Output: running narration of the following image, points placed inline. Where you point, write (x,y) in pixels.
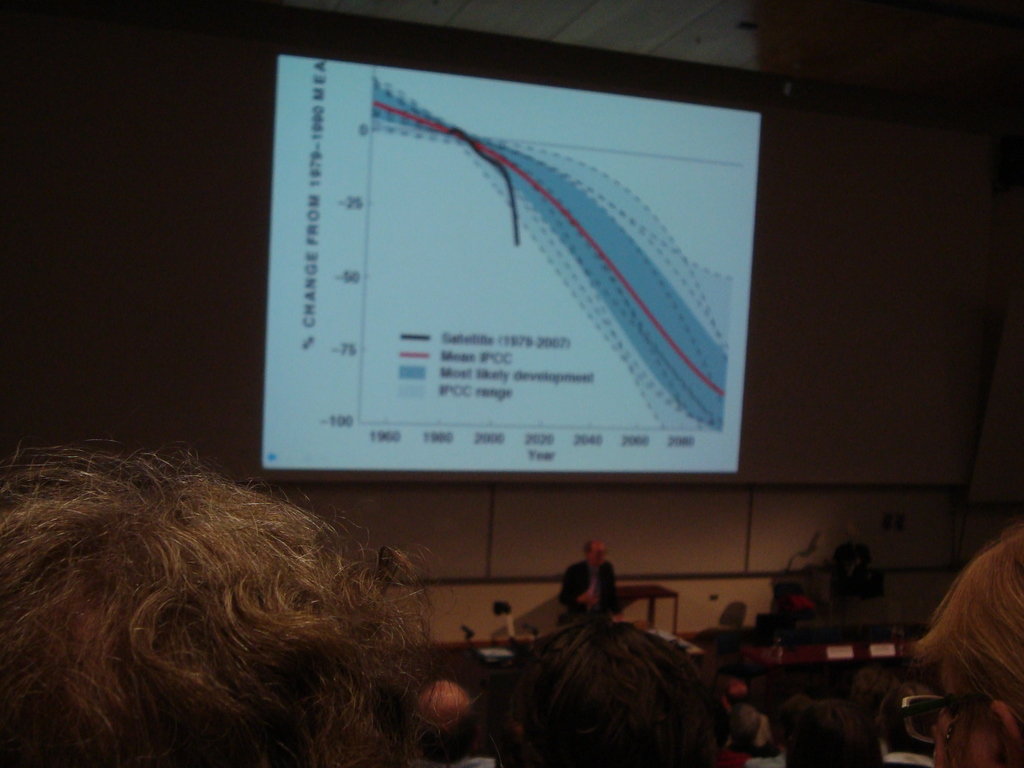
In this picture there is a projector screen (724,358) near to the wall (817,359). At the bottom (583,644) we can see audience (644,673) who are listening to the lecture. Here we can see man (606,592) who is standing near to the table (622,597).
